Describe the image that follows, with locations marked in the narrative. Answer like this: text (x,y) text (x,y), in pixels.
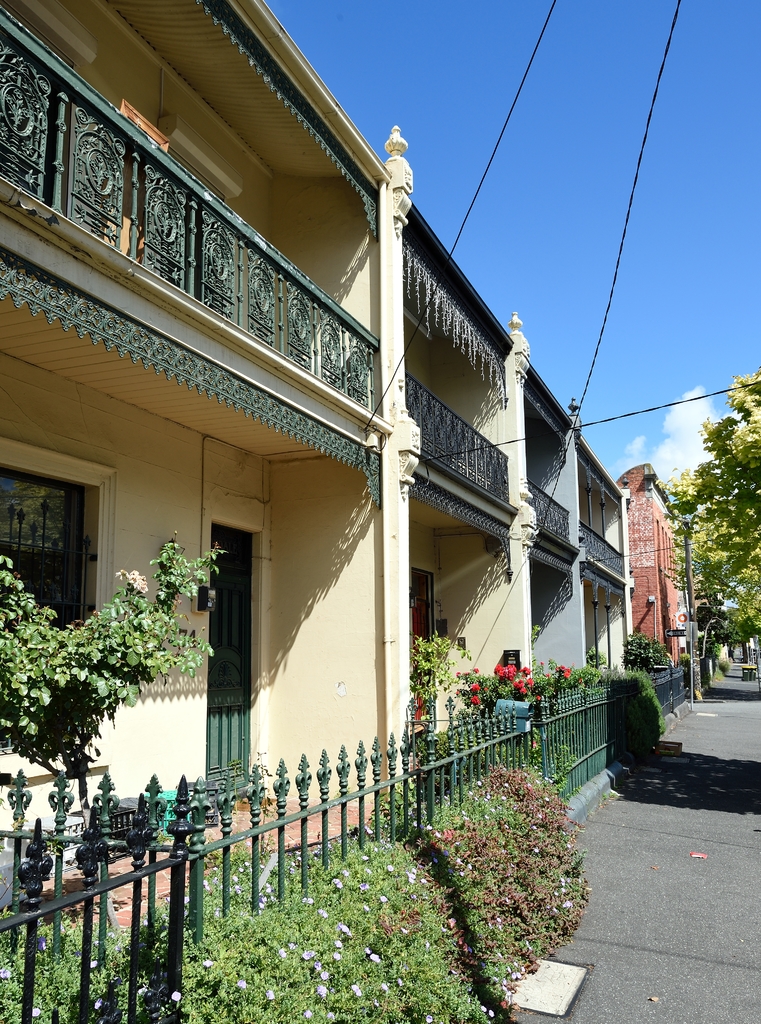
In the image I can see a place where we have some houses (311,718) and also I can see some trees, plants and also I can see some flowers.
